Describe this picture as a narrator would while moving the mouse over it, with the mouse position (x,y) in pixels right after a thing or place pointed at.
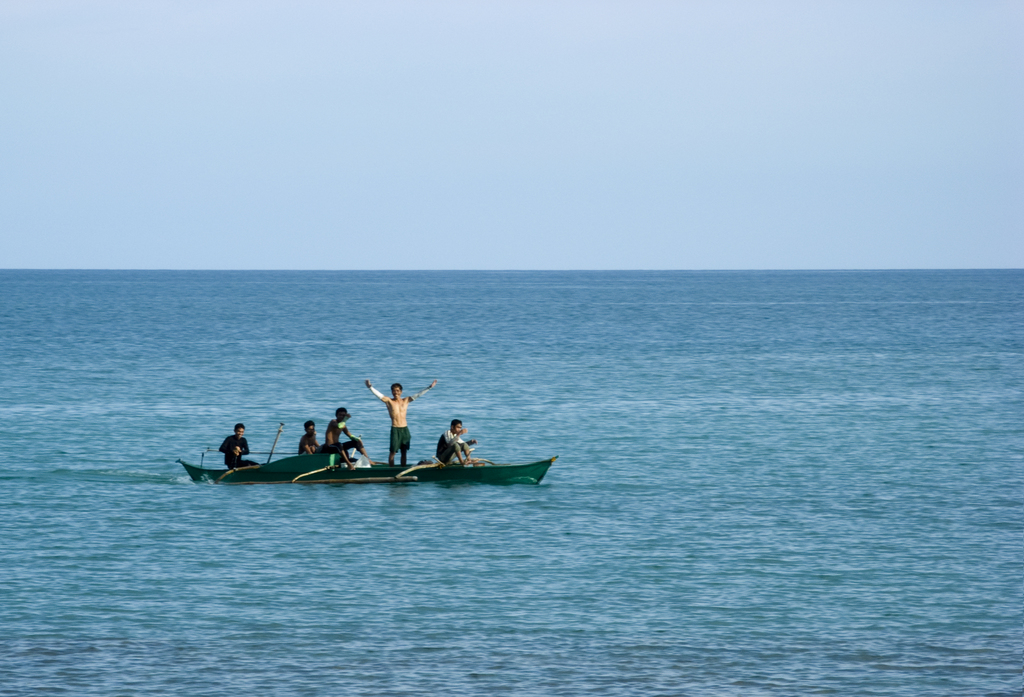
In this image we can see a boat (300,475) on the water (421,571). On the boat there are few people (467,448). In the background (568,137) there is sky (528,135).
